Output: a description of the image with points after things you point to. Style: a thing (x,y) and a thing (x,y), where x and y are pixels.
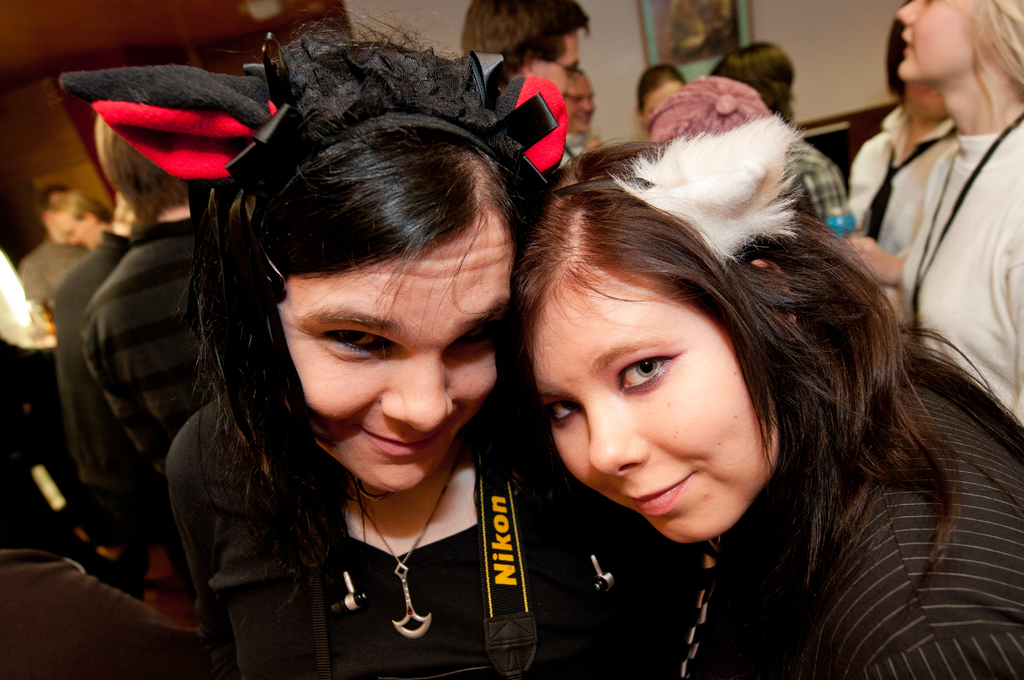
In this image, we can see a group of people (852,173) wearing clothes (132,402). There are two persons (683,396) in the middle of the image (670,418) wearing animal ears (657,185).
